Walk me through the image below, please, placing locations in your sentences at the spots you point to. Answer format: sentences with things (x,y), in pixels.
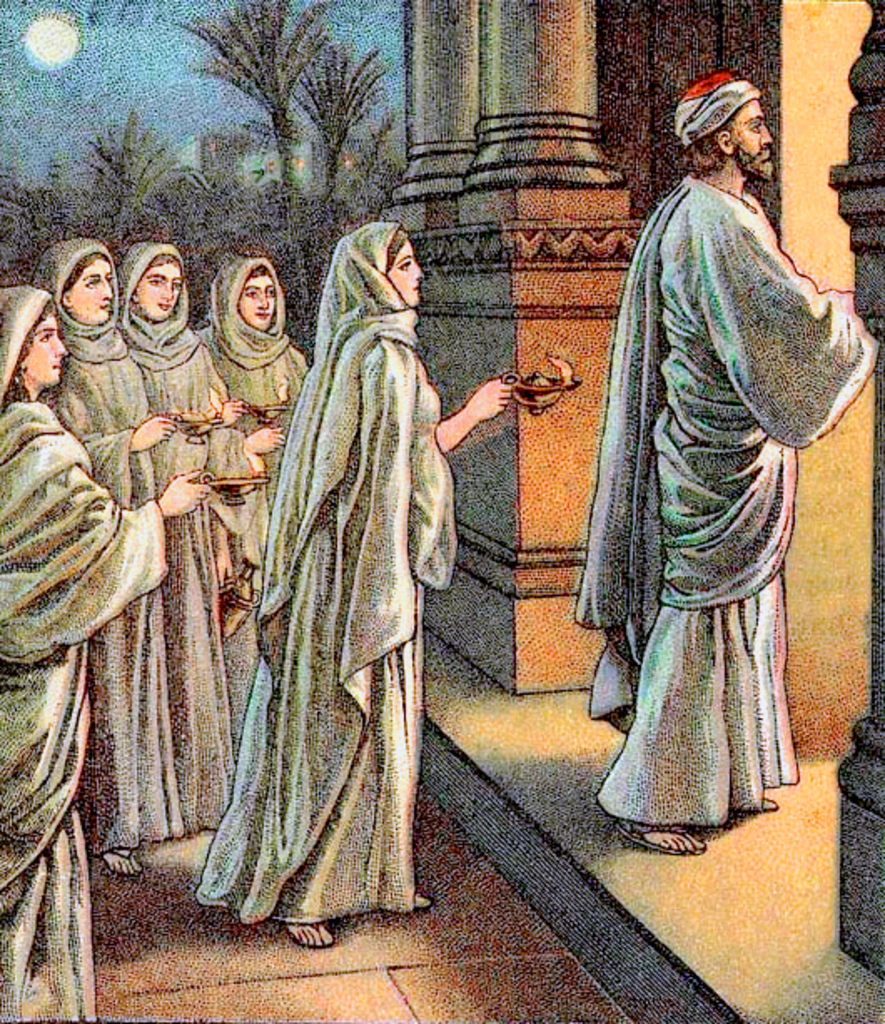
In this image it is a painting in which there is a man (724,426) walking in the front (781,519). Behind him there are few women (227,341) who are standing by holding the diya lights (258,473). In the background (171,154) there are trees (137,180). At the top (42,57) there is moon (62,55).
